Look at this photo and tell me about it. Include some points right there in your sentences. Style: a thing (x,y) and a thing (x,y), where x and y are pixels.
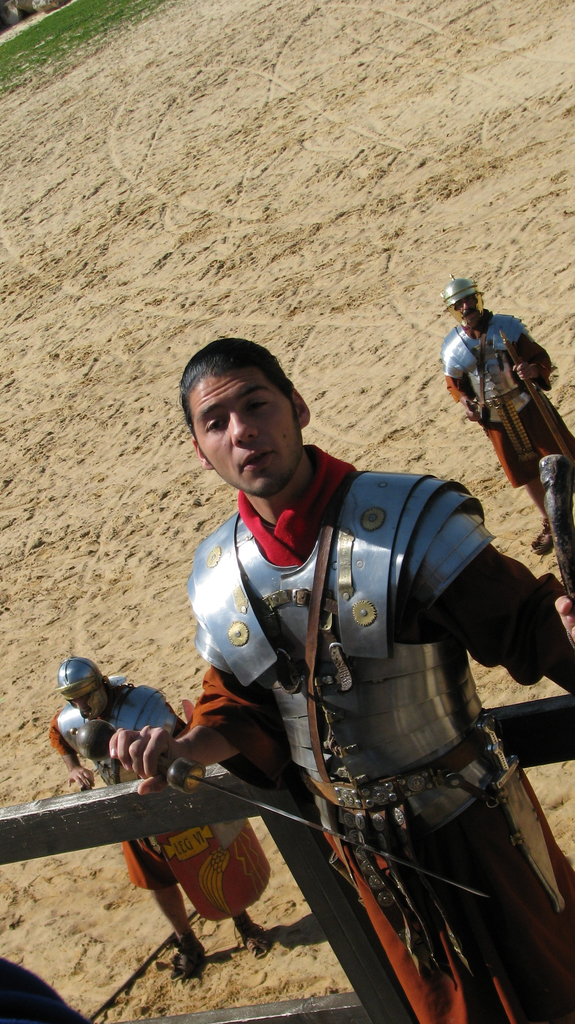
In this image, there are three people (460,744) standing and holding the swords (354,840). This looks like a warrior suit (408,752). Here is the sand (355,247).
